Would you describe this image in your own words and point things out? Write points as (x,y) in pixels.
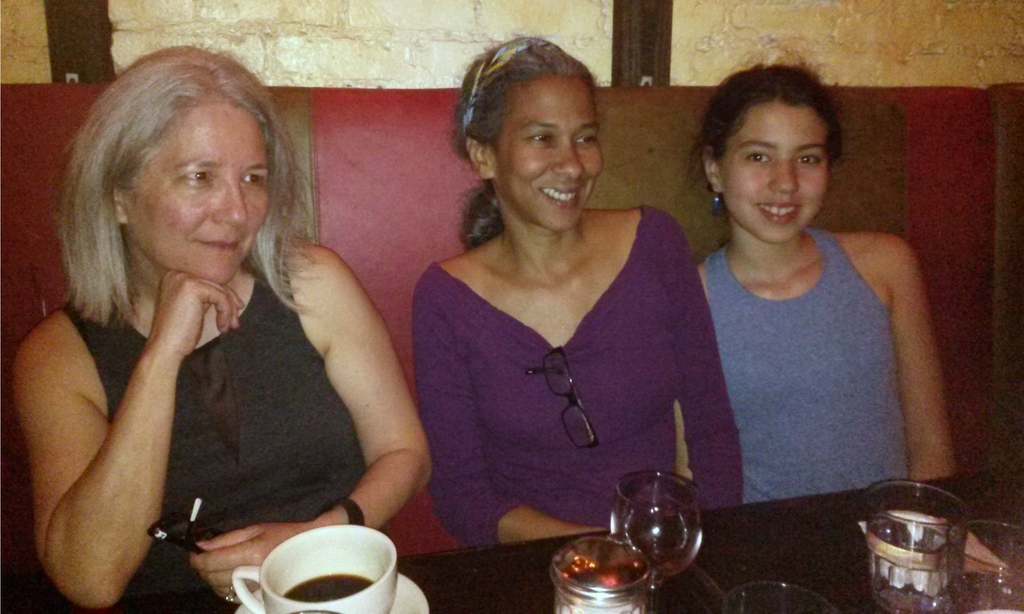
In this image I can see three women (469,313) are sitting on a sofa (692,234) in front of a table (742,574). On the table (710,571) I can see a cup (369,590) and a saucer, glasses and other objects (619,553). These women (531,300) are smiling.
